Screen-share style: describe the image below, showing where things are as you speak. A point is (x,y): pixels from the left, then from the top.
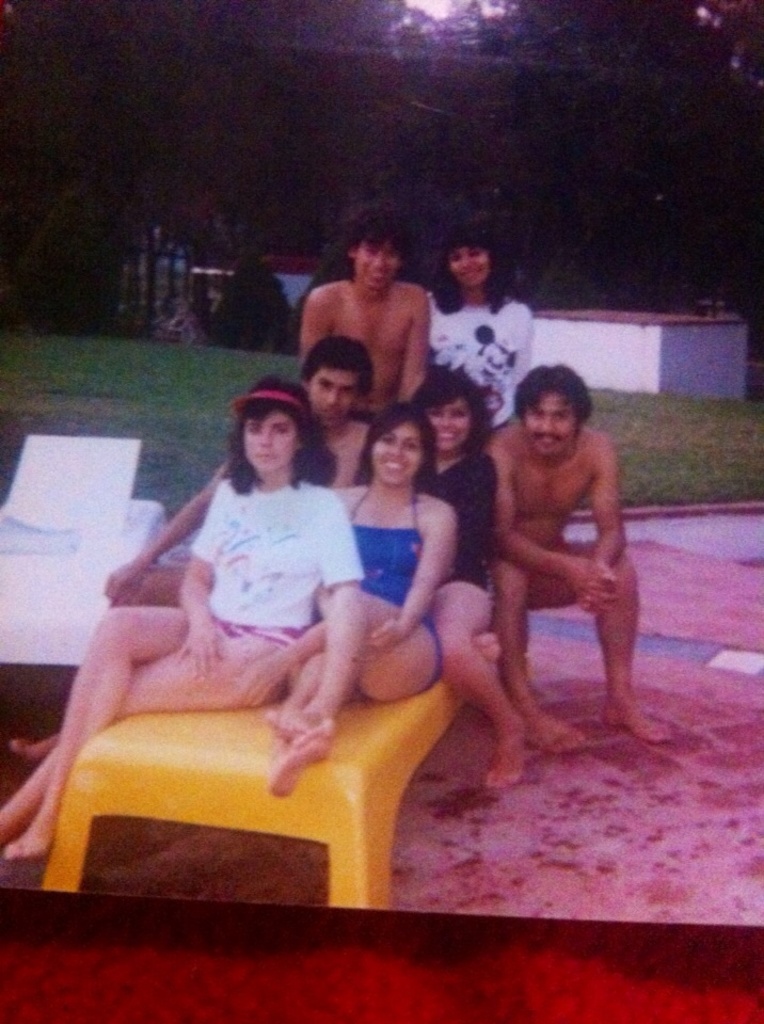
In this image, we can see the photocopy (280,388) of a few people (408,492). We can see the ground (556,634) with some objects (113,463). We can see some grass (95,403) and a white colored object (79,610). We can also see the background (412,137). We can see some red colored object (747,950) below the photocopy (293,814).
